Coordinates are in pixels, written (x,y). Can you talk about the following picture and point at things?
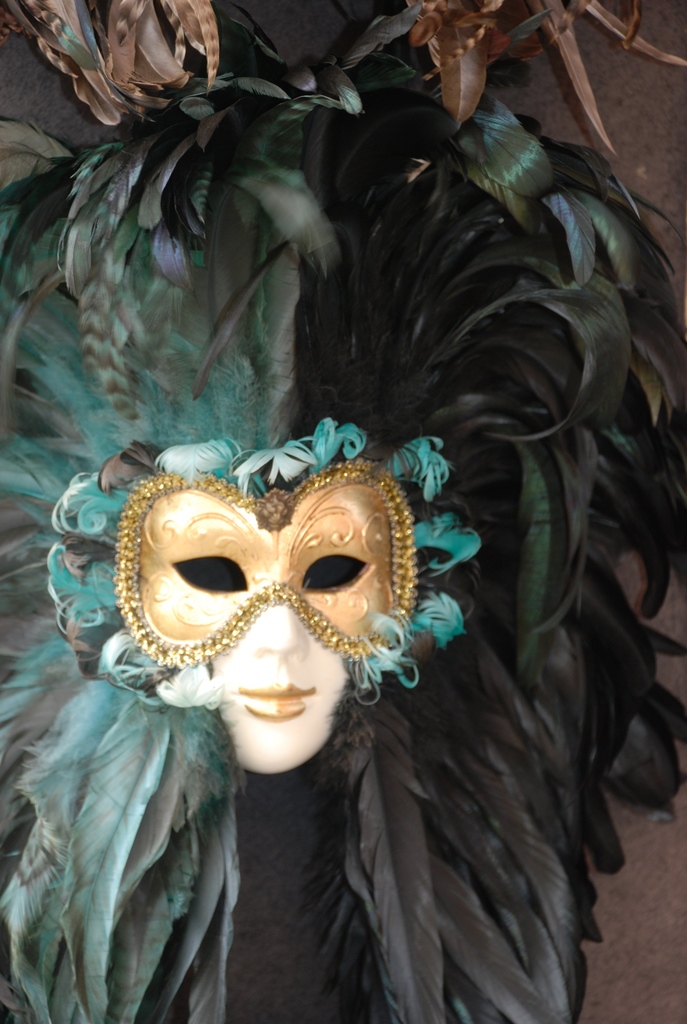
In this image we can see that there is a mask (264,573). Around the mask (183,559) there are feathers (336,377). In the background (637,164) there is a wall (642,135).
